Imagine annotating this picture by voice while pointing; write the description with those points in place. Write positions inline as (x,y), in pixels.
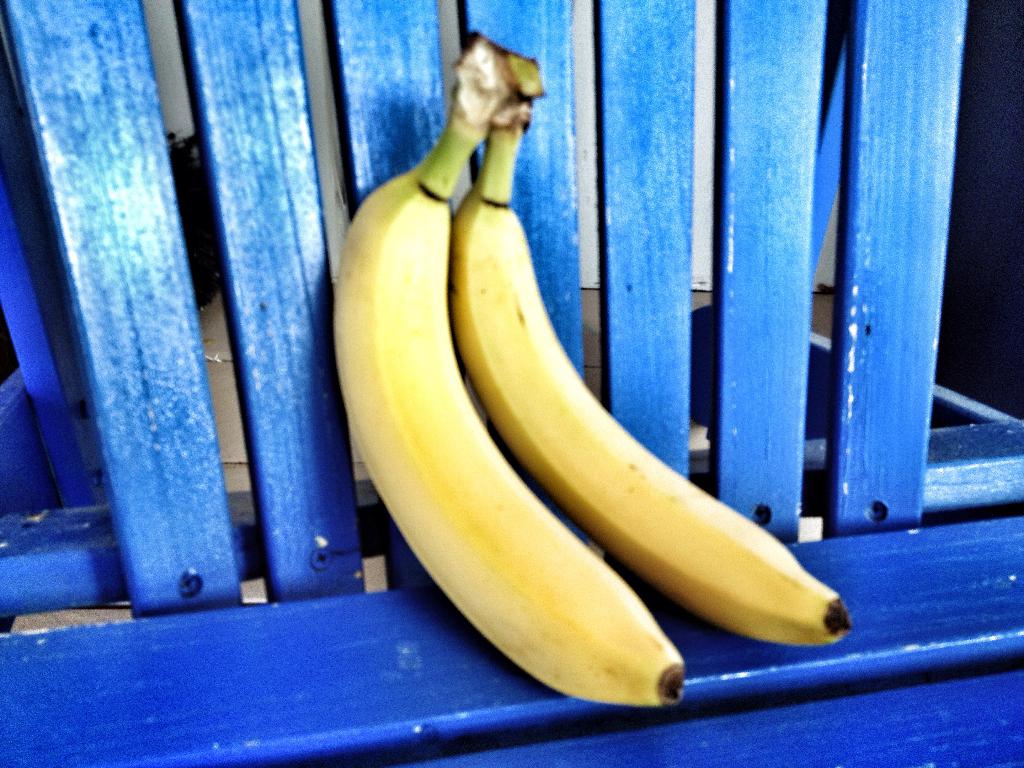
In this picture we can see two bananas (582,566) in the front (533,536), it looks like a bench (270,531) at the bottom (251,649), in the background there is a wall (705,159).
